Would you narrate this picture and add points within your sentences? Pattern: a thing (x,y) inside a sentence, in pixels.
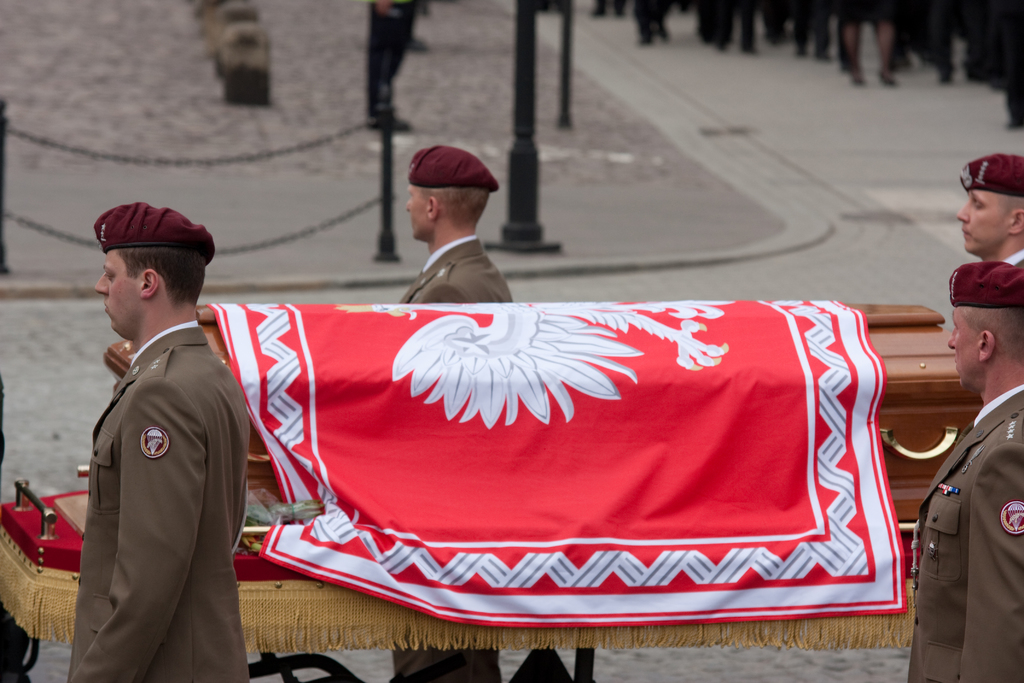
In this picture I can see four persons (977,195) standing. I can see a coffin (208,326) with a cloth (714,317) on it. There are chain barriers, and in the background (377,7) there are legs (995,45) of group of people (1010,26).
